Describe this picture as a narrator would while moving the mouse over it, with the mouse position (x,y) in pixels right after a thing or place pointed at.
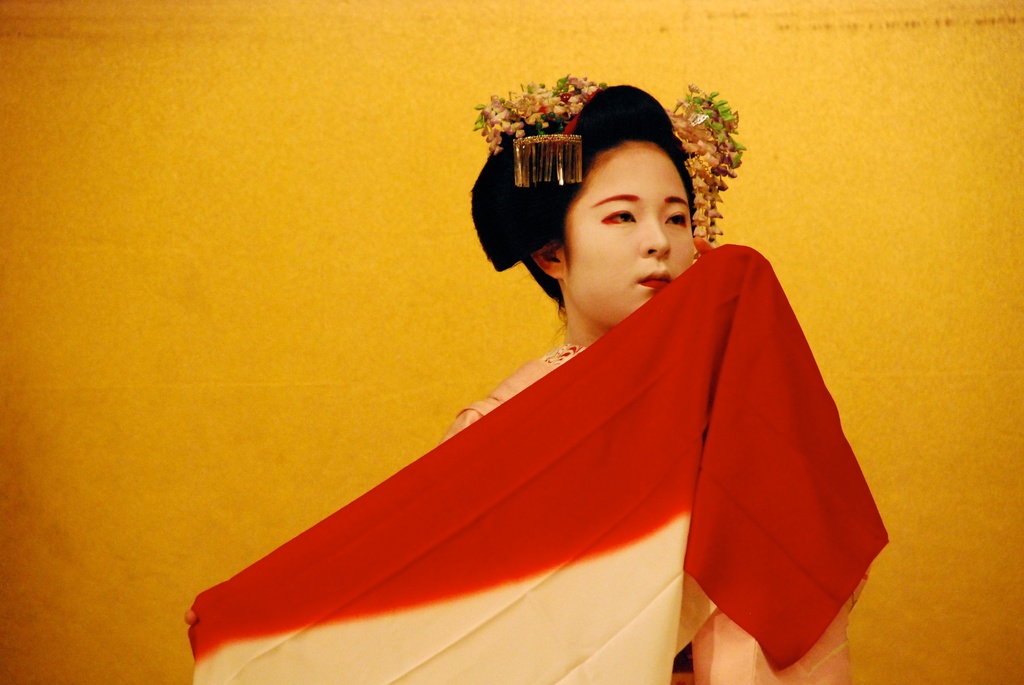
In this picture there is a woman (561,359) holding a red cloth (643,426) in her hands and there are some other objects (557,104) on her head (647,173) and the background (310,179) is in yellow color.
